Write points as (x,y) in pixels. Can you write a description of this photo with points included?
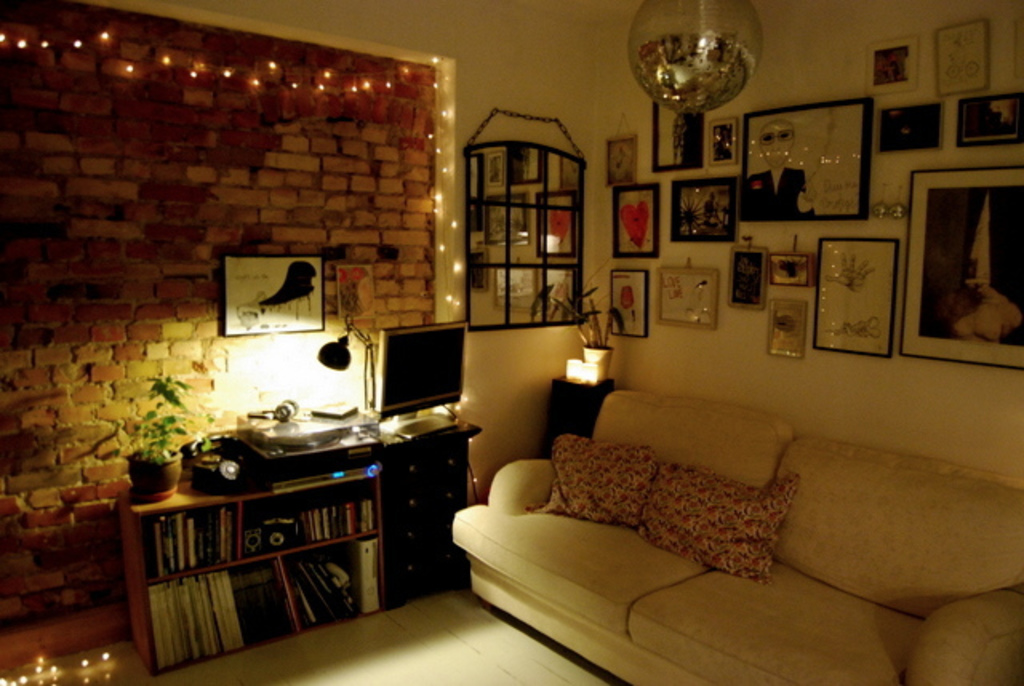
This picture shows a sofa (534,471) and pillows (710,519). we see a monitor (450,390) and photo frames (824,143) on the wall (599,266) and we see a plant (133,491) and a bookshelf (153,638).
